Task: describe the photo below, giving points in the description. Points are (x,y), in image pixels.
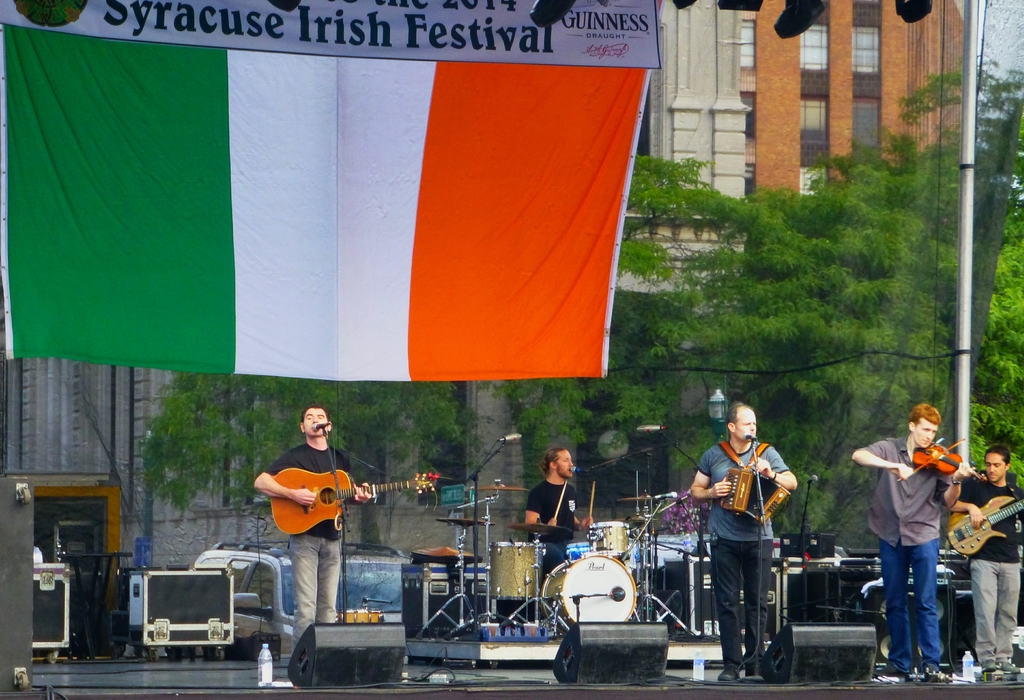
This is a picture taken on a stage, there are group of people (984,496) holding a music instruments (321,477) and singing a song in front of these people (323,435) there are microphones (751,435) with stands (344,596). Behind the people (324,598) there are some music systems (406,587), a flag (416,227), trees (886,295) and a building (828,89).
